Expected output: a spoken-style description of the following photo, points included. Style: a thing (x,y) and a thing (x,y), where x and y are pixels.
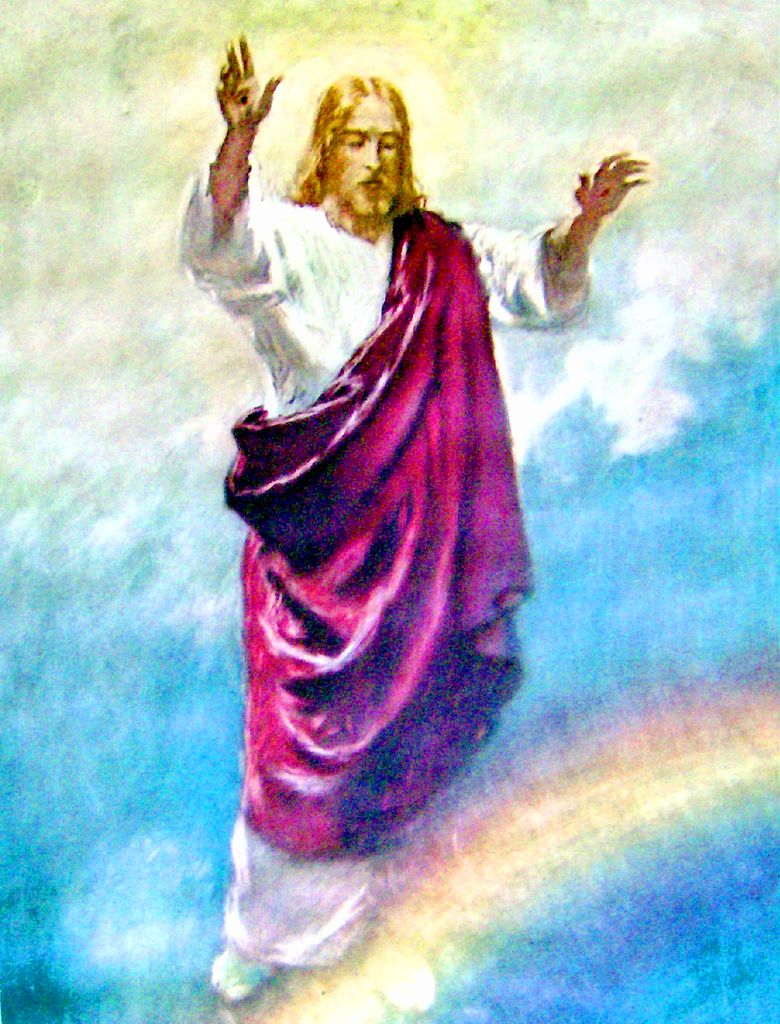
In this picture we can see a painting (529,520), it is a painting (541,495) of Jesus (273,288).
